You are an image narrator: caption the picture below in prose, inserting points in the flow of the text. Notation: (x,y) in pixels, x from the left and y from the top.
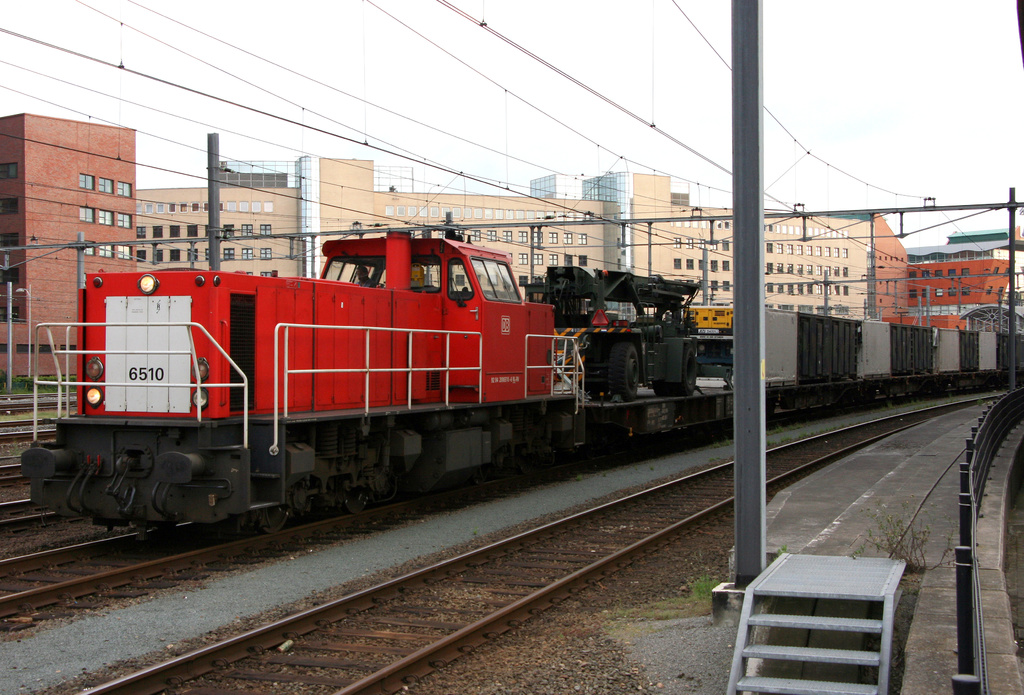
Here, we can see some railway tracks (369,611), there is a red color train (321,401) on the track (11,595), at the right side (765,430) there is a pole (749,318) and there are some silver color stairs (739,627) and there is a platform (896,505), there are some electric cables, in the background (89,227) there are some buildings (29,227) and at the top (81,50) there is a sky (81,32).
